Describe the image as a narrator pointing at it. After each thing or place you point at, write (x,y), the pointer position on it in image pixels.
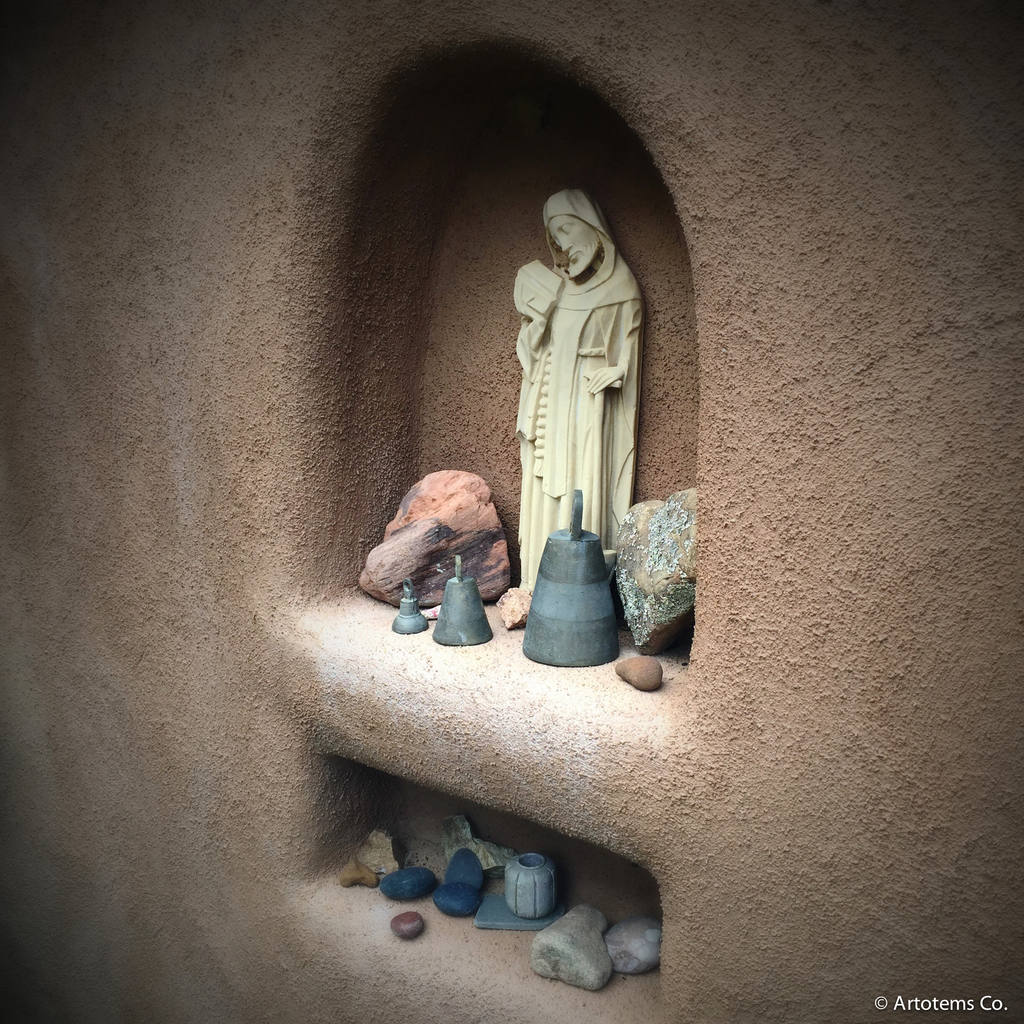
In the picture I can see the wall (101,624), inside the wall (519,669) we can see a statue (575,437), bells (580,493), rocks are placed.
